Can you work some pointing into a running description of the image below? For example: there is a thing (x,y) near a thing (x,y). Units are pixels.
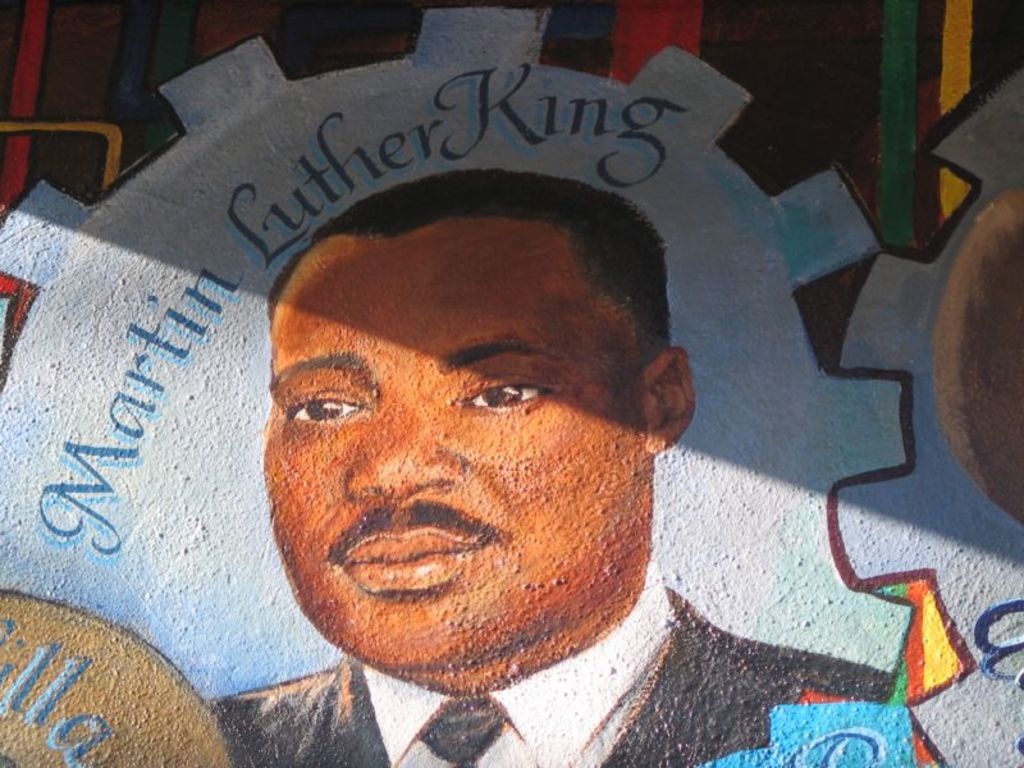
In the center of the image (433,306) there is a wall (871,516) and we can see a painting (435,647) of a martin luther king (439,566) on it.
